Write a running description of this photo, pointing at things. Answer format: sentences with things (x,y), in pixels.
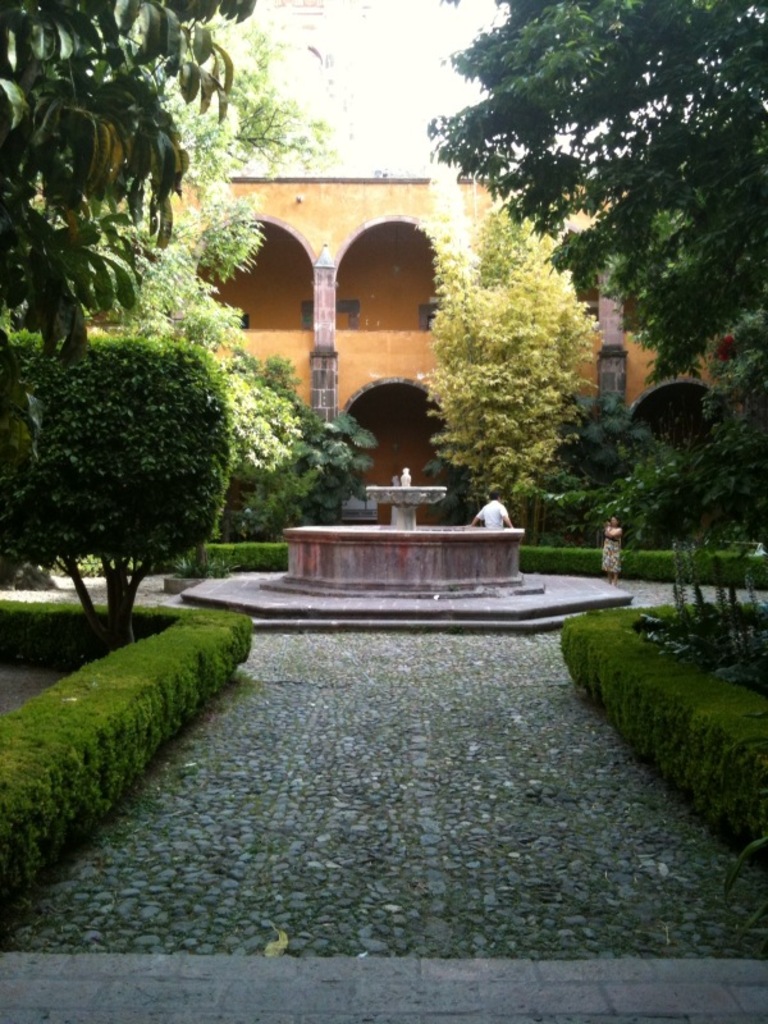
In this picture on both right and left side of the image (165,476) there are trees (665,320). At the center (425,558) there is a fountain (400,500). Beside fountain (485,533) two people (609,529) were standing. At the back side (380,317) there is a building (415,313).
